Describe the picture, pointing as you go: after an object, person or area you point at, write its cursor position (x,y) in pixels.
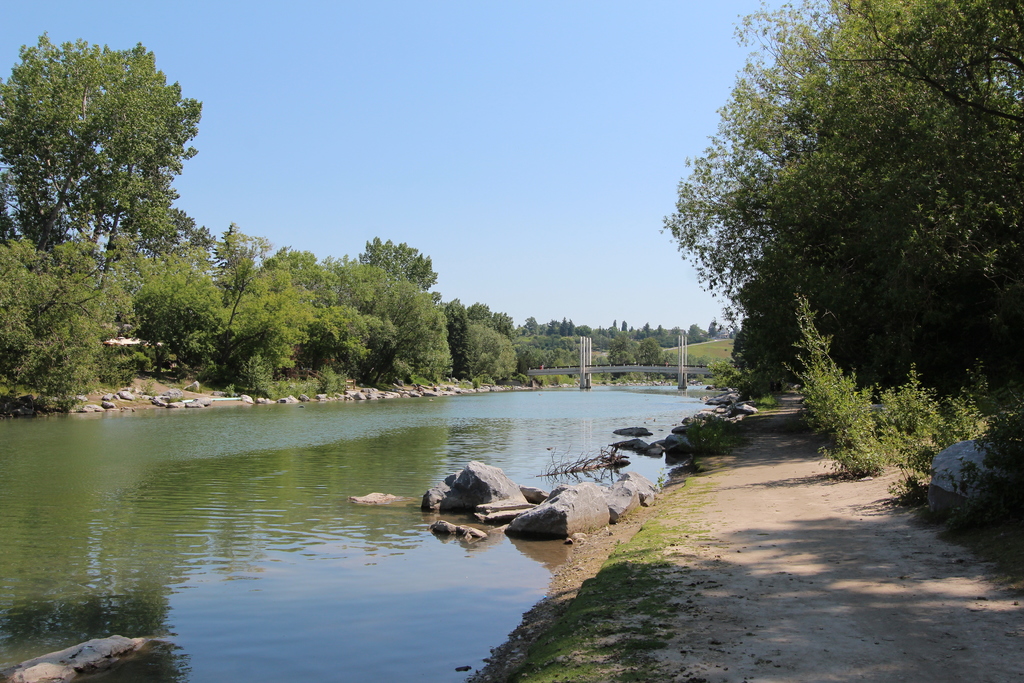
In this picture we can see water (232,516), few rocks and trees (228,281), in the background (584,356) we can see a bridge (656,369).
